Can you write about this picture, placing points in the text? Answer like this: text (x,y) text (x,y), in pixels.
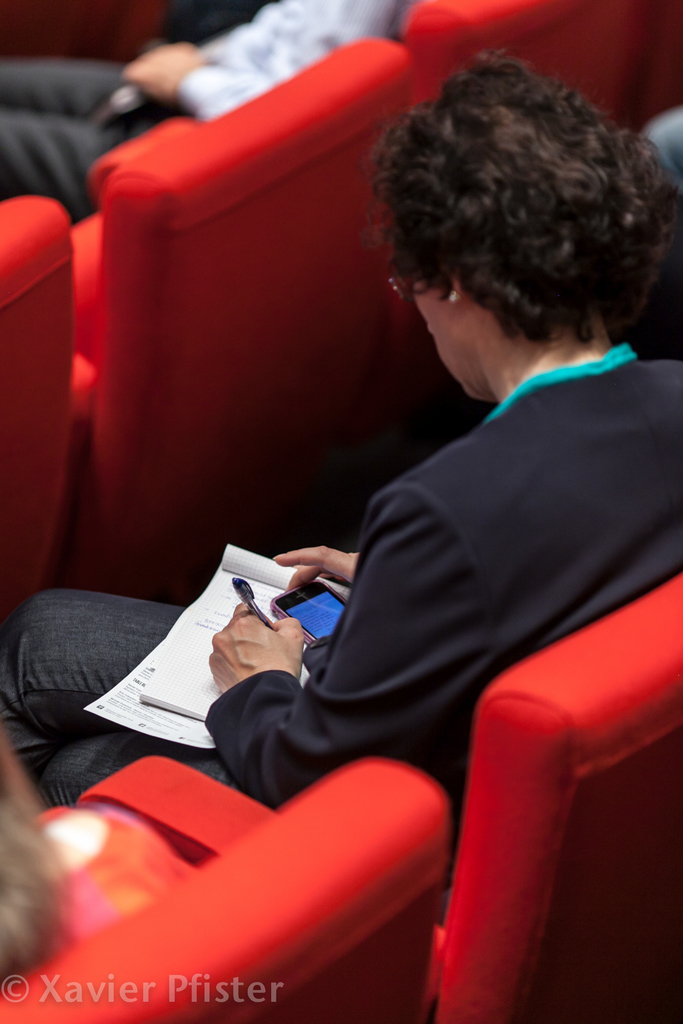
In this image there is one person (343,631) is sitting on the chair (569,679) and holding a mobile (306,618) and pen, and a book (205,648). There are some chairs (291,303) in the bottom of this image (267,875) and on the top of this image (290,235). There is one person (170,81) sitting on the top left corner of this image (121,74).
